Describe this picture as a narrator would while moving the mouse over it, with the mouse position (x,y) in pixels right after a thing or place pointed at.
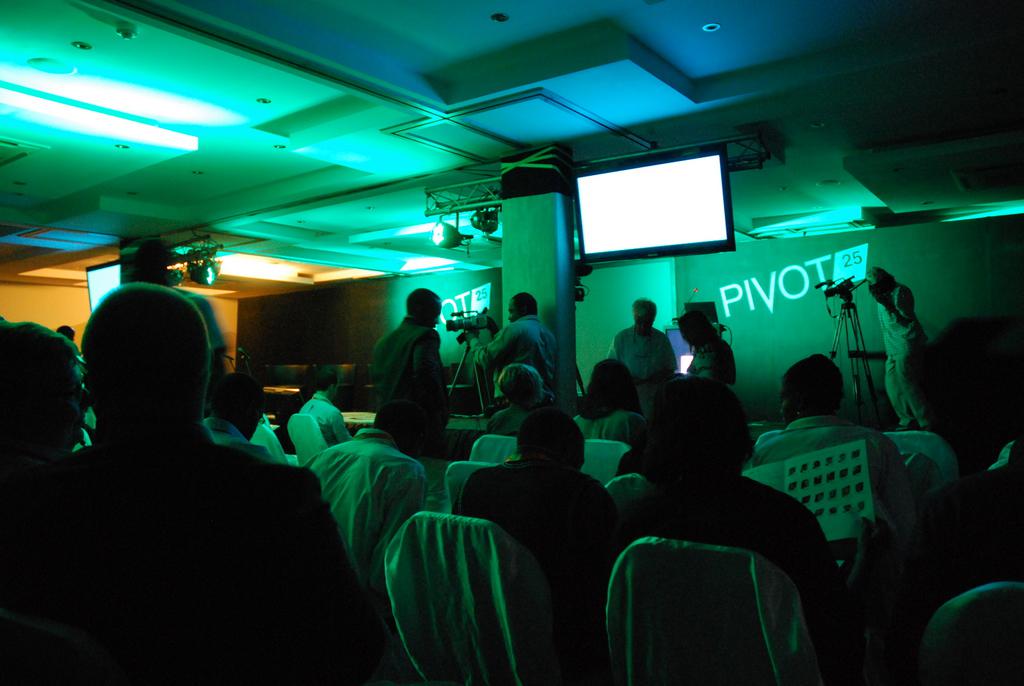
In the picture we can see a dark room (33,204) in it, we can see a some people (921,576) are sitting in the chairs (673,583) and in front of them, we can see some people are standing and setting the camera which is on the tripod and behind them, we can see a pillar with a TV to it and behind it we can see a wall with the screen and to the ceiling (102,36) we can see some lights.
